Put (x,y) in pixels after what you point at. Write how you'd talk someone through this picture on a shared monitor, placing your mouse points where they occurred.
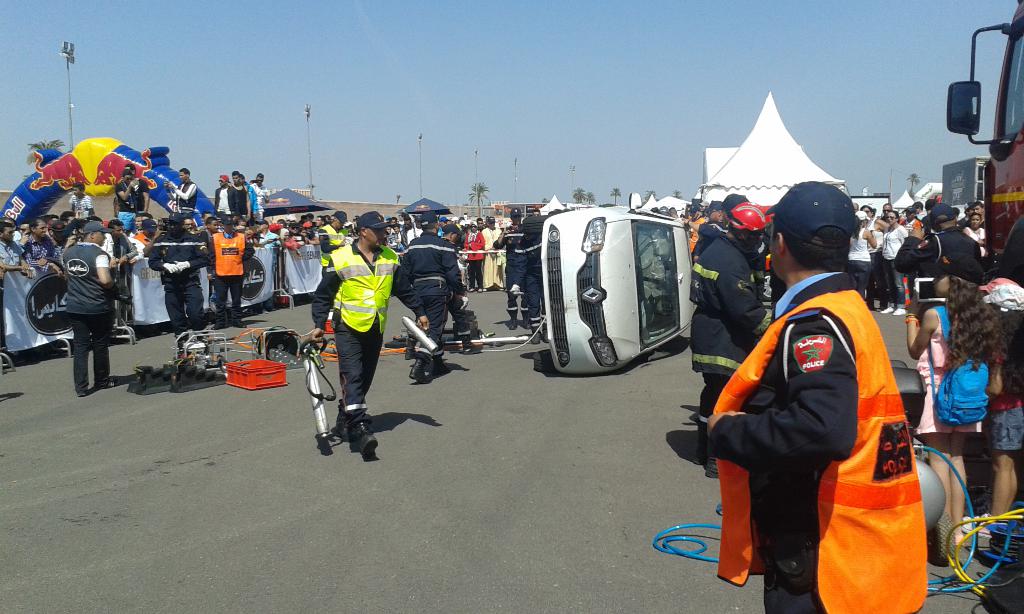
In this picture we can see a few people (967,285), vehicles (678,271) and some objects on the road (174,462). There are canopy tents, an inflatable arch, trees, poles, banners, barricades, other objects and the sky (736,94).
